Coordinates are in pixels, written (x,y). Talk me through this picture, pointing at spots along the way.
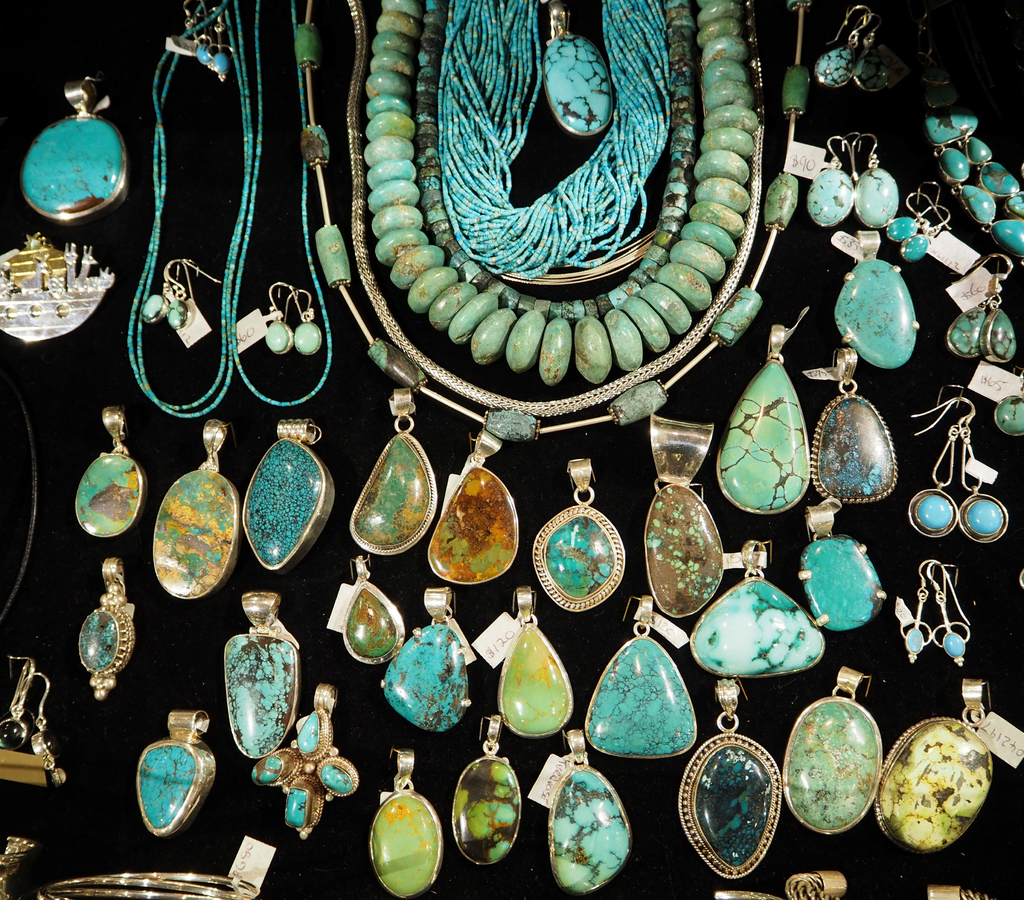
In this image we can see some accessories (521,296) like chains (600,224), earrings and pendants (297,425).
